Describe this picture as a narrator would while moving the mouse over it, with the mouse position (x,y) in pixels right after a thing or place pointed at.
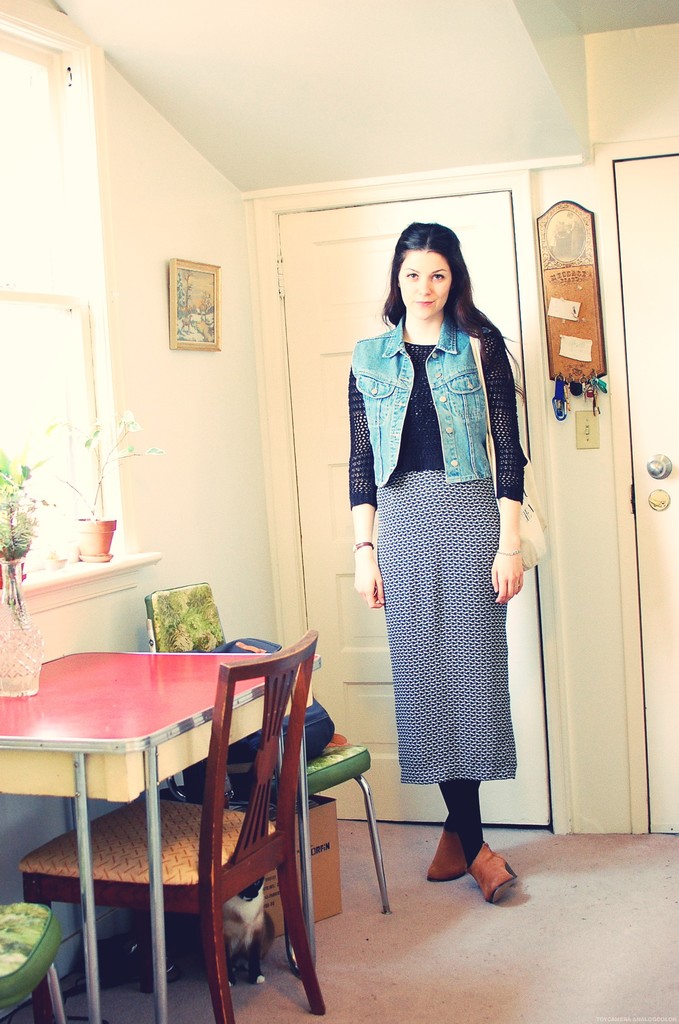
In this image i can see a woman (403,487) standing at left (181,664) i can see a dining table (181,664) at the back ground (323,298) there is a door (304,289) and a wall (192,198).
